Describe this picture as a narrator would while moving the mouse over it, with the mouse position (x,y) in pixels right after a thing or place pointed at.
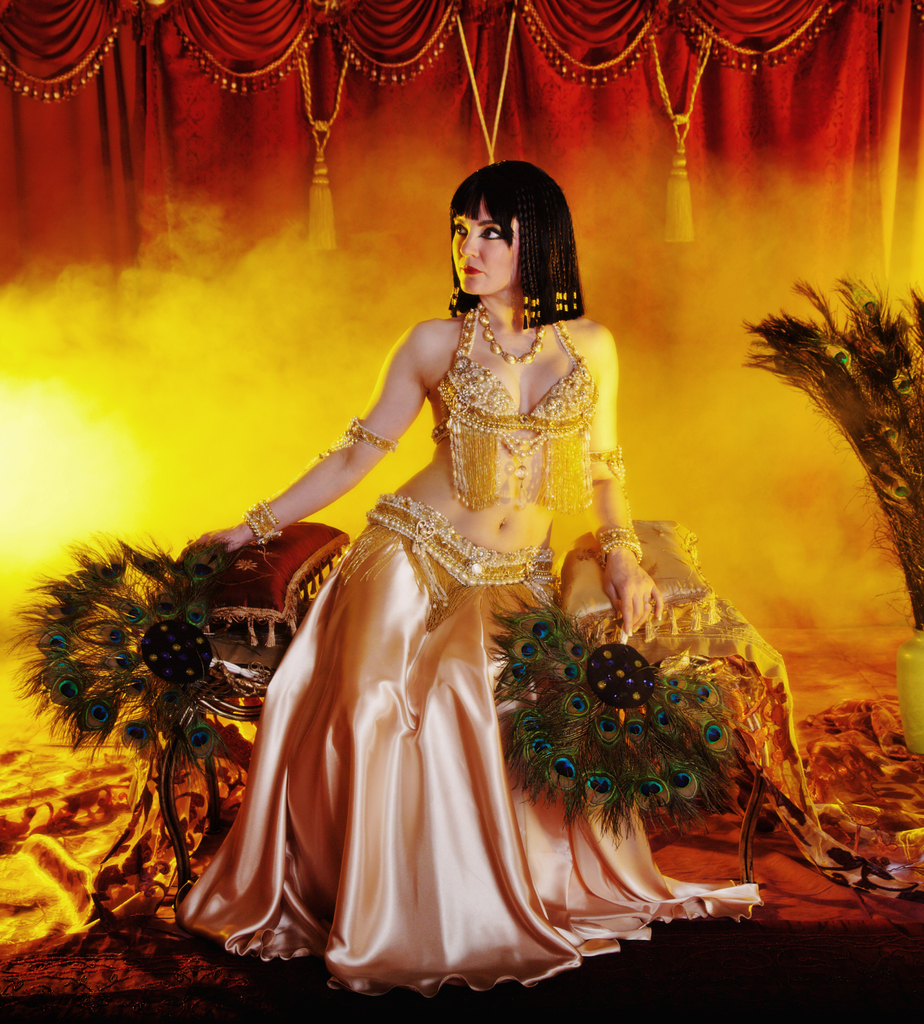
In this image there is a person (470,605) sitting on the object (264,642), person (482,501) is holding an object (661,795), there are objects (857,382) truncated towards the right of the image (850,405), at the background of the image (656,173) there is a curtain (331,170).
